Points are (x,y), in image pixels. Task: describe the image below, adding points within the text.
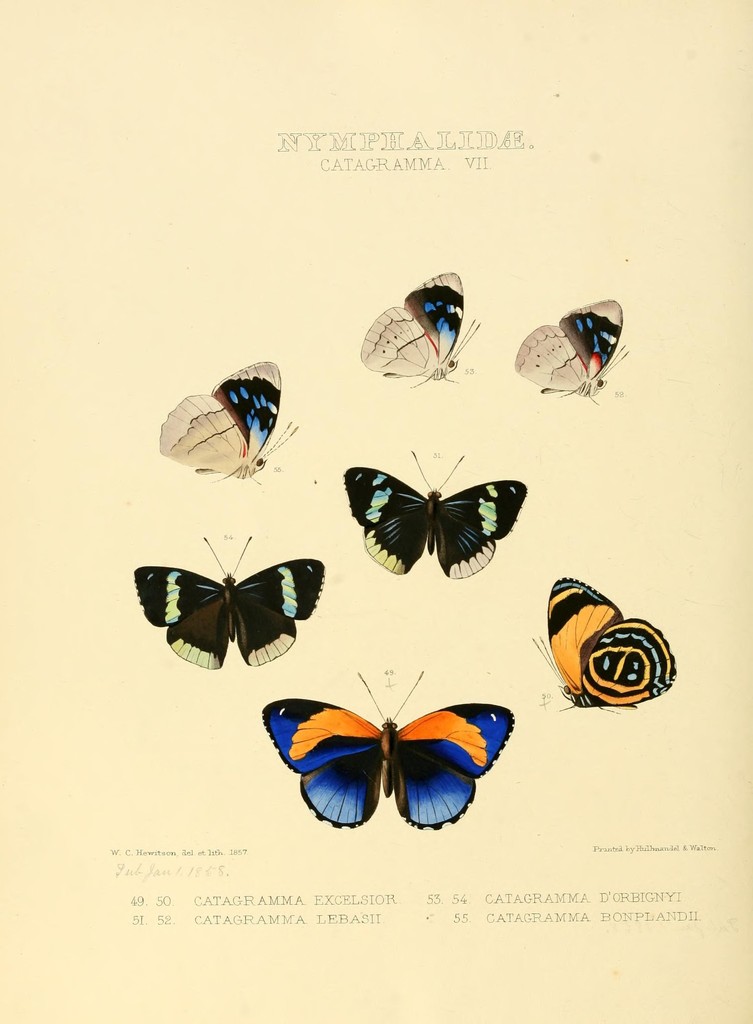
This is the picture of an art. In this picture, we see seven butterflies (492,503). These butterflies (461,462) are in white, black, blue and orange. At the top (372,142) and at the bottom of the picture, we see some text (364,920) written. In the background (354,339), it is white in color and it is a paper (551,542). This picture might be taken from the textbook.
